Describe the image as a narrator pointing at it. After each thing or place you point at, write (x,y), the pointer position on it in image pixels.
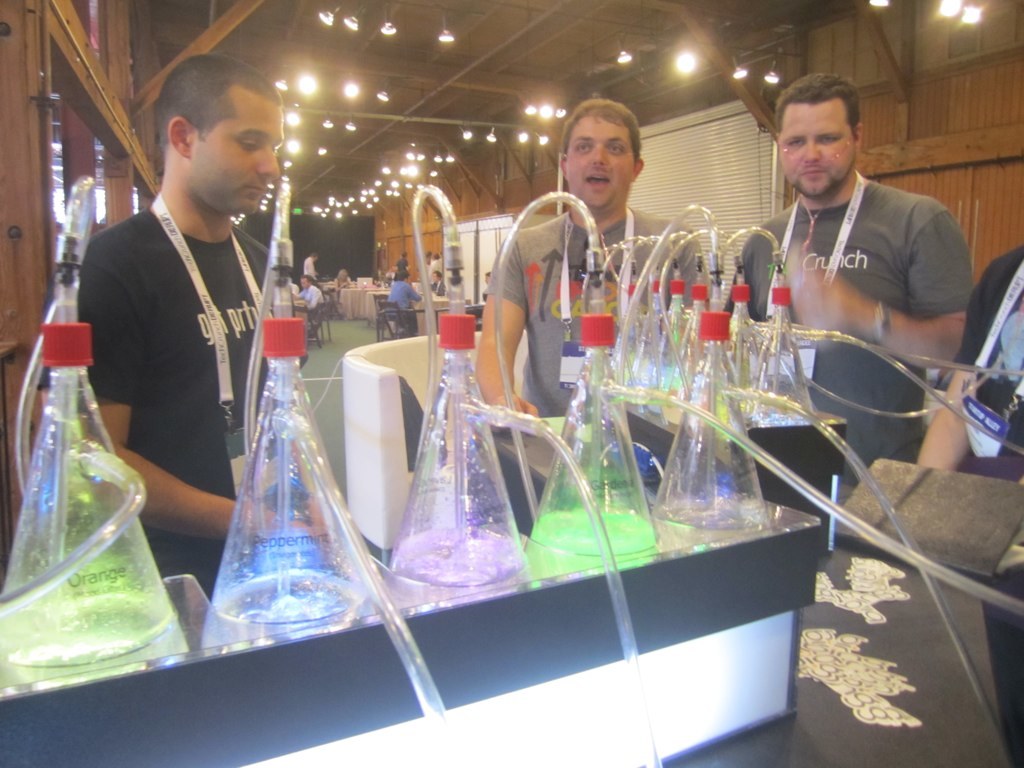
In this picture we can see four persons (852,260) and in front of them we can see bottles (479,392) and in the background (417,335) we can see a group of people (314,283) sitting on chair (382,303) and lights (347,125).
